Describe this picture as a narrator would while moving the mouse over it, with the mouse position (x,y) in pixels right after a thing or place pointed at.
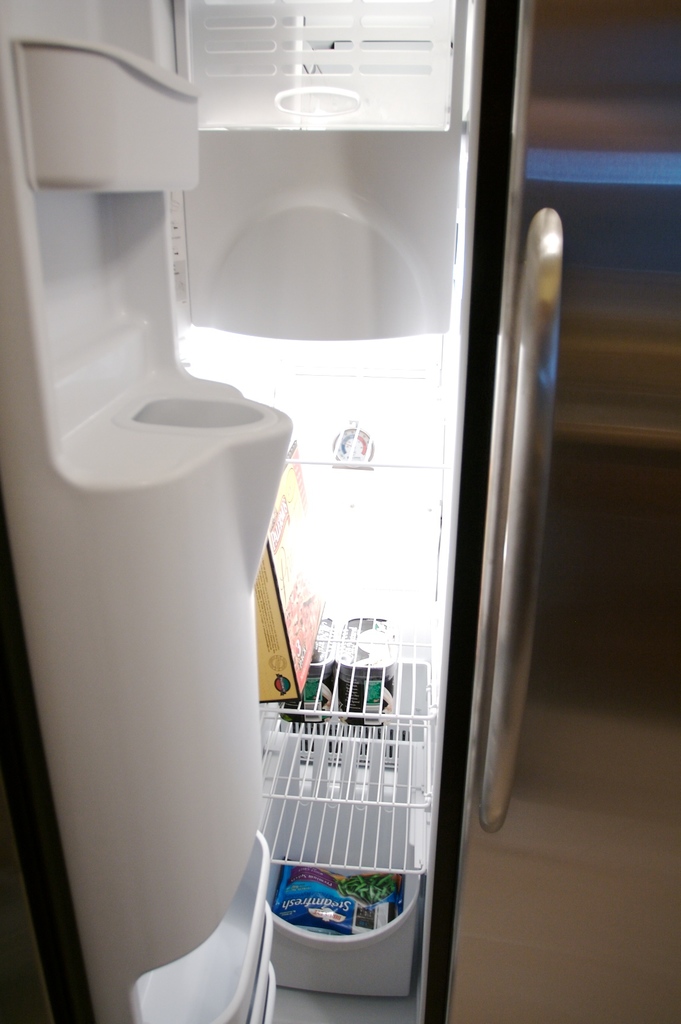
In this picture, we see a refrigerator (182,690) in which containers (310,699) and some packets (307,886) are placed. In the background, it is blurred.
